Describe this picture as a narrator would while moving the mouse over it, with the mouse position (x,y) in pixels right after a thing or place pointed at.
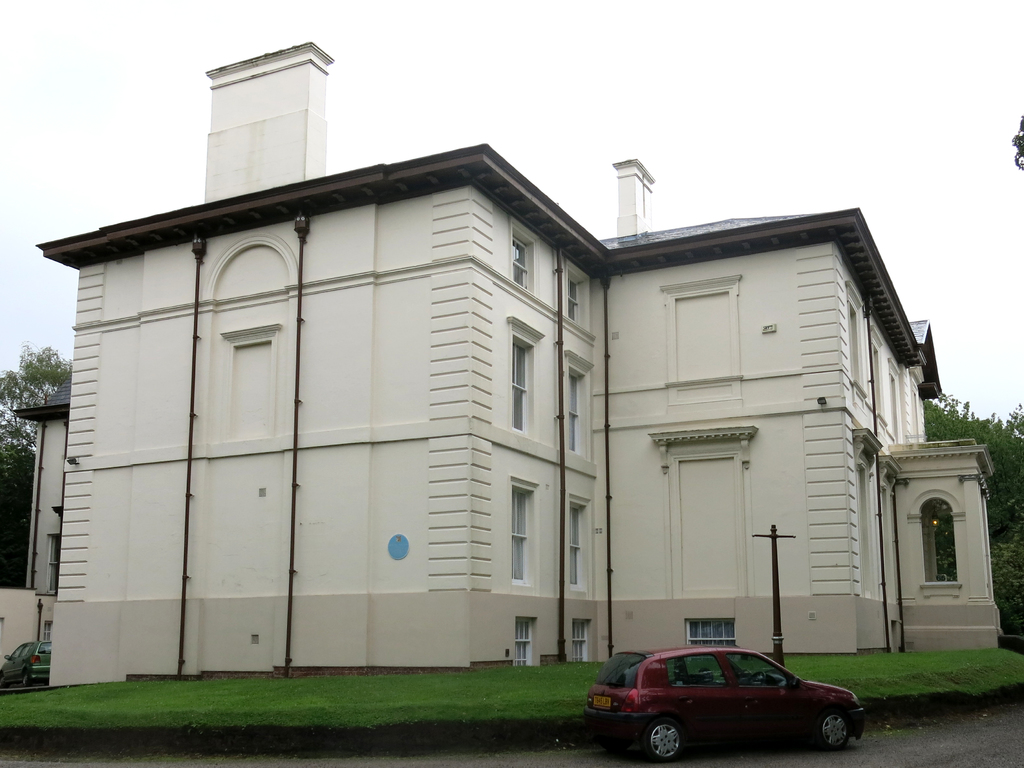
In this image there is a building (447,412). There are windows (572,512), lights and pipes (293,399) on the walls (600,445) of the building (624,382). In front of the building (462,655) there is grass (480,697) on the ground (423,697). In the background (17,402) there are trees (28,443). At the top (570,38) there is the sky (454,63). At the bottom (678,718) there is a car (754,713) parked on the road (598,751).
